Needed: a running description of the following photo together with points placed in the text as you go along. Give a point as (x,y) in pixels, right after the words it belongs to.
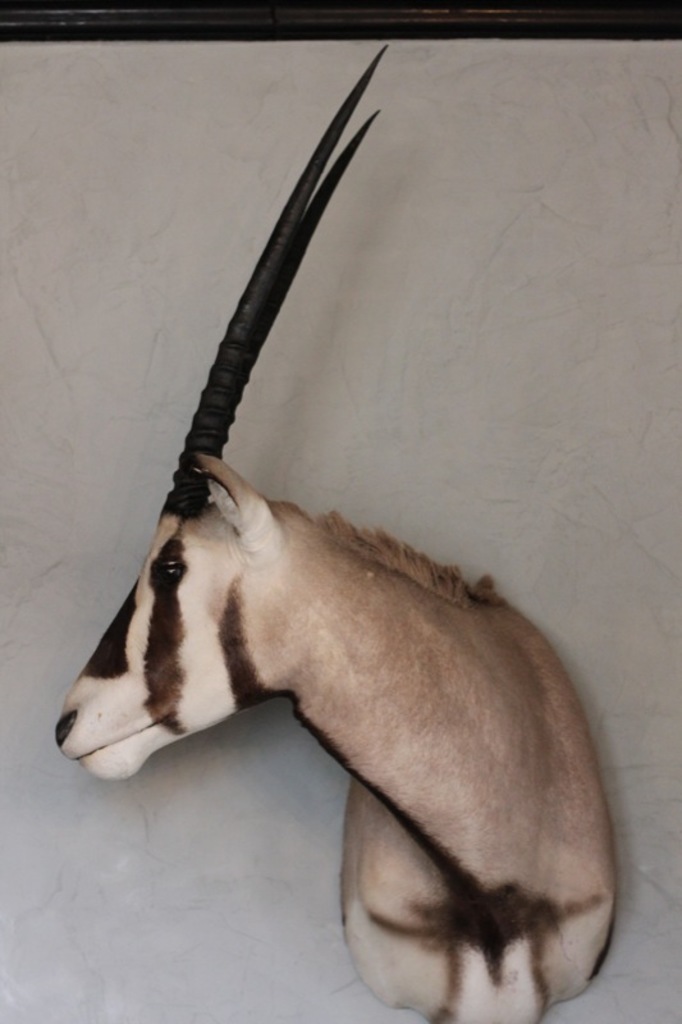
In this image I can see an animal statue (437,697) which is in brown and black color. It is on the white color surface (307,378).
